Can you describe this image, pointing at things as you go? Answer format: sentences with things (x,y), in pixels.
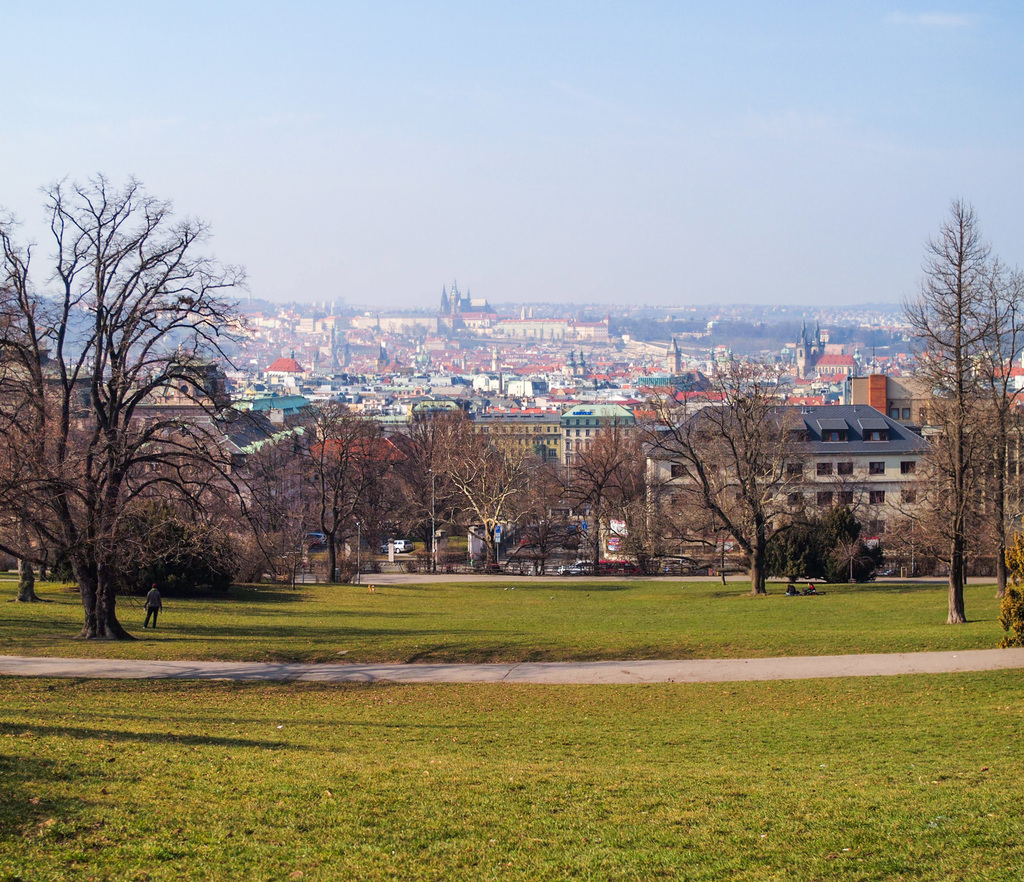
In the foreground (755,507) of the picture we can see trees (920,507), grass (447,618), path (16,668) and a person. In the middle of the picture (435,332) we can see the aerial view of a city (491,358). In the center (440,354) there are buildings (480,360) and trees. At the top (405,141) there is sky (557,187).
